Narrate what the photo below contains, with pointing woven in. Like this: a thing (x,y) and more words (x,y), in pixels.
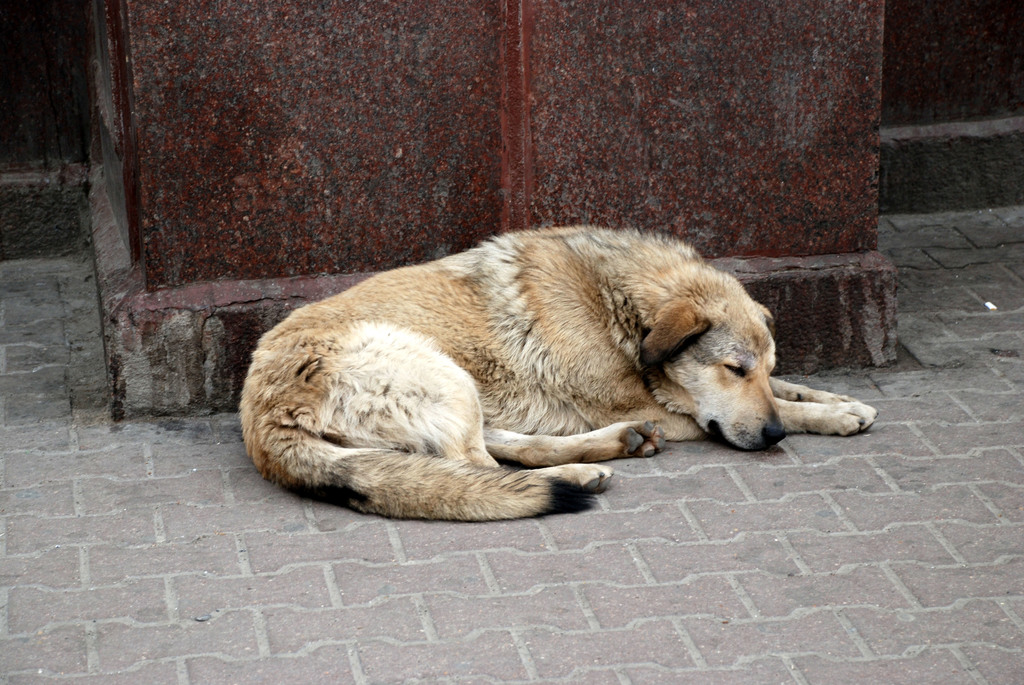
In the center of the image (473,320), we can see a dog (587,402) lying on the road (234,490) and we can see a pillar (517,169).
